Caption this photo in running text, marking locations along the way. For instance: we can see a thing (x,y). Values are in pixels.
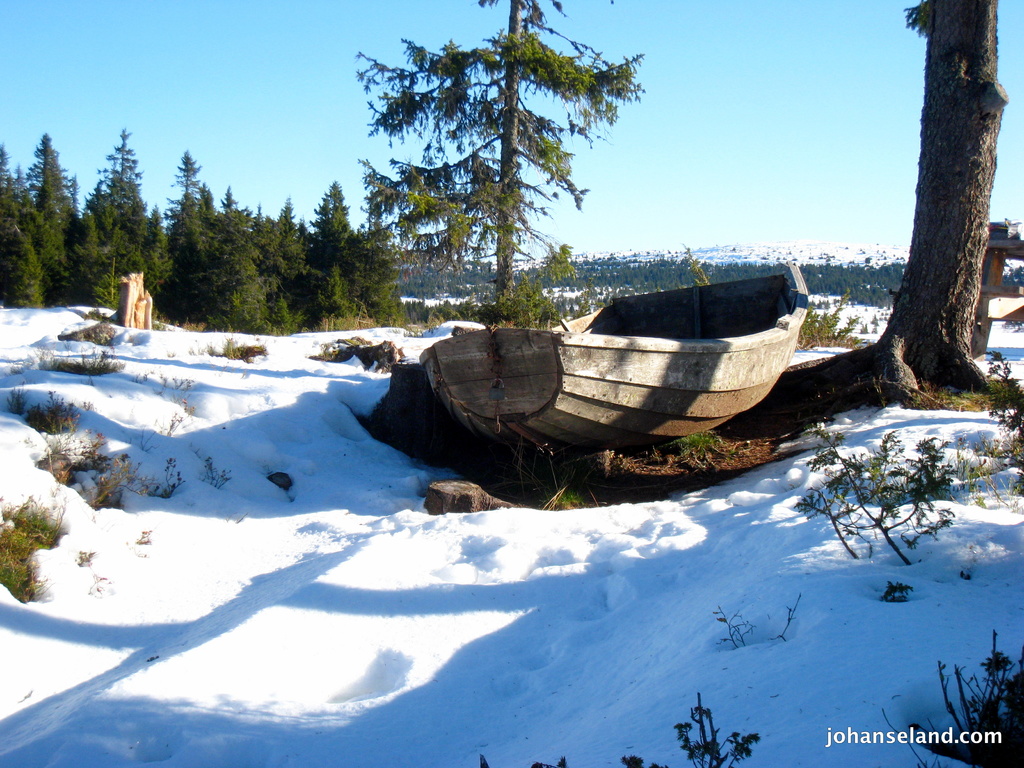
In the center of the image (531,429) we can see a boat (736,401) on the ground (650,499). In the background (564,233), we can see a group of trees (937,289), hills (749,252) and the sky (766,94). At the bottom (855,741) we can see some plants (990,702) and some text (875,734).
